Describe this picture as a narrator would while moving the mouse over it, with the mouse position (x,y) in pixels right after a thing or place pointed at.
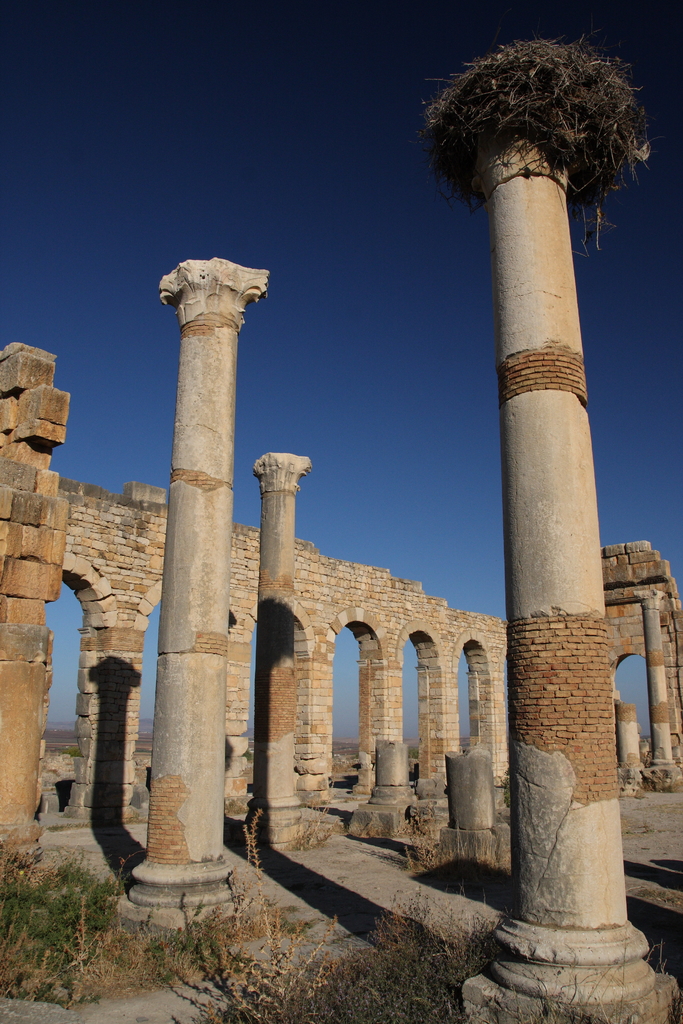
In this image there is the sky (372,388), there is a wall (320,585) truncated, there are pillars (510,753), there is an object (568,99) on the pillar (567,308), there are plants (375,990) truncated towards the bottom of the image (381,986), there are plants (59,898) truncated towards the left of the image (74,942), there is a wall (652,577) truncated towards the right of the image (669,622).
